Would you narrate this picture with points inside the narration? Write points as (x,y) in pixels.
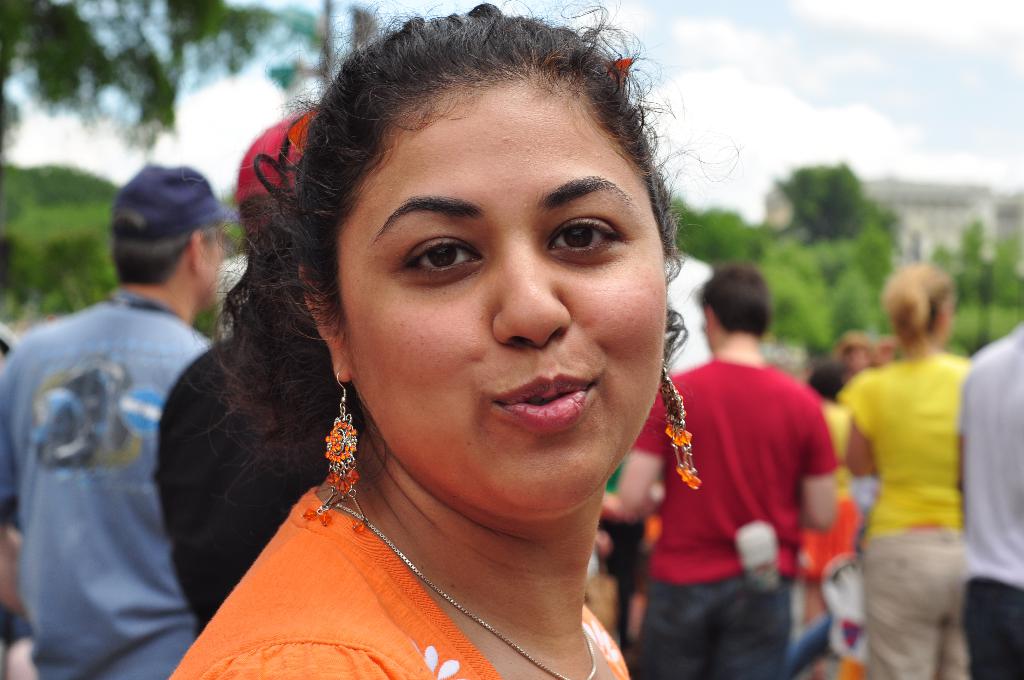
In the center of the image (544,451) we can see one woman (479,590) is standing and she is smiling. In the background (770,23), we can see the sky (786,54), clouds (815,103), trees (62,16), one building (980,218), few people (661,448) are standing, few people (28,442) are wearing caps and a few other objects (676,304).
